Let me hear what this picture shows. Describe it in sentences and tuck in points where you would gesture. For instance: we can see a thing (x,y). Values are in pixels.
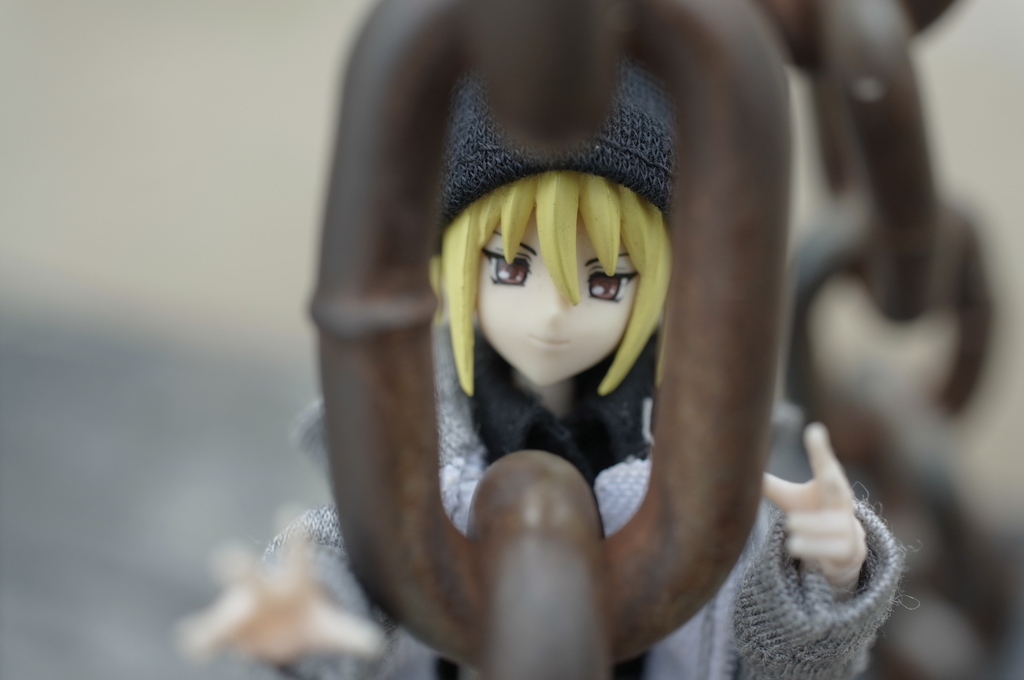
In this image I can see a barbie toy (498,393) to which I can see some clothes (627,456). In the foreground (456,546) there is a metal chain (391,276). The background (107,60) is blurred.
